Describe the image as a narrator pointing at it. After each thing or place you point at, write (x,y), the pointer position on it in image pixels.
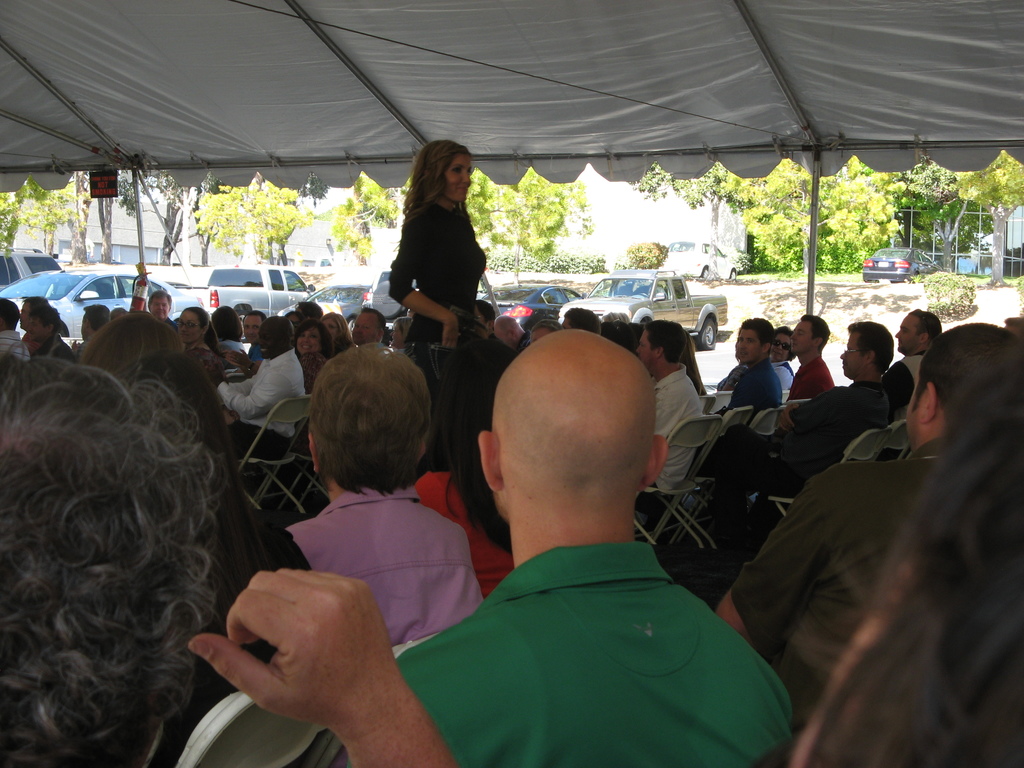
In this image we can see few people (524,447) sitting on chairs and a person (436,289) standing under the tent (436,33) and there are few vehicles (636,282) parked on the road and there are few trees (524,216) and buildings (121,230) in the background (779,215).
